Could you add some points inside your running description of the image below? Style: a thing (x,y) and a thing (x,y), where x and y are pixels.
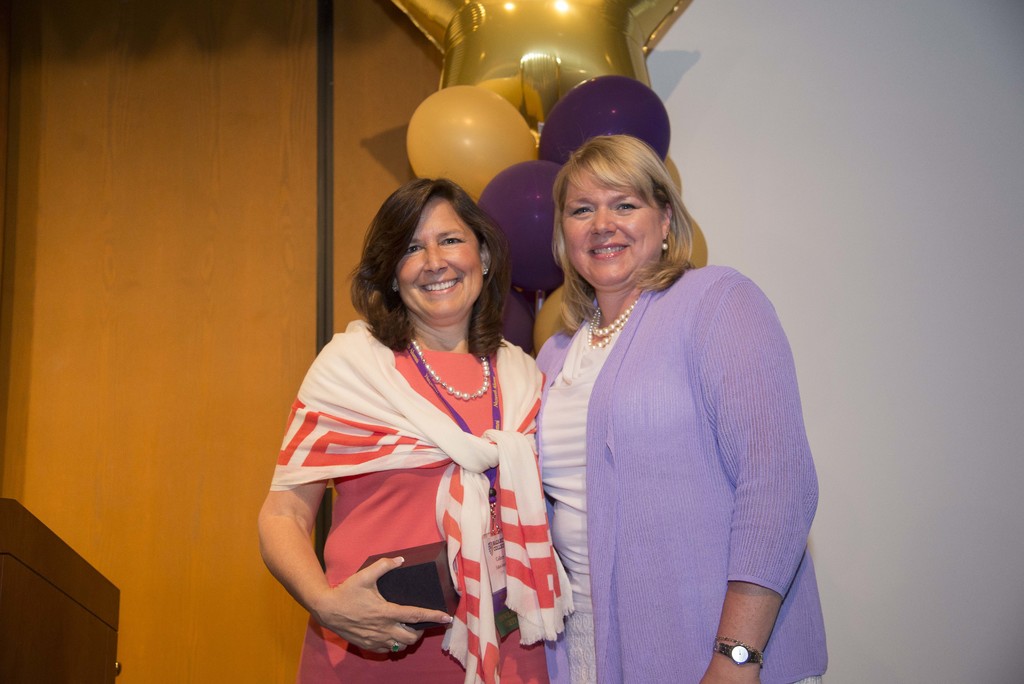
In this picture there are two ladies (343,342) in the center of the image (546,305), there are balloons (463,110) at the top side of the image (485,119).
